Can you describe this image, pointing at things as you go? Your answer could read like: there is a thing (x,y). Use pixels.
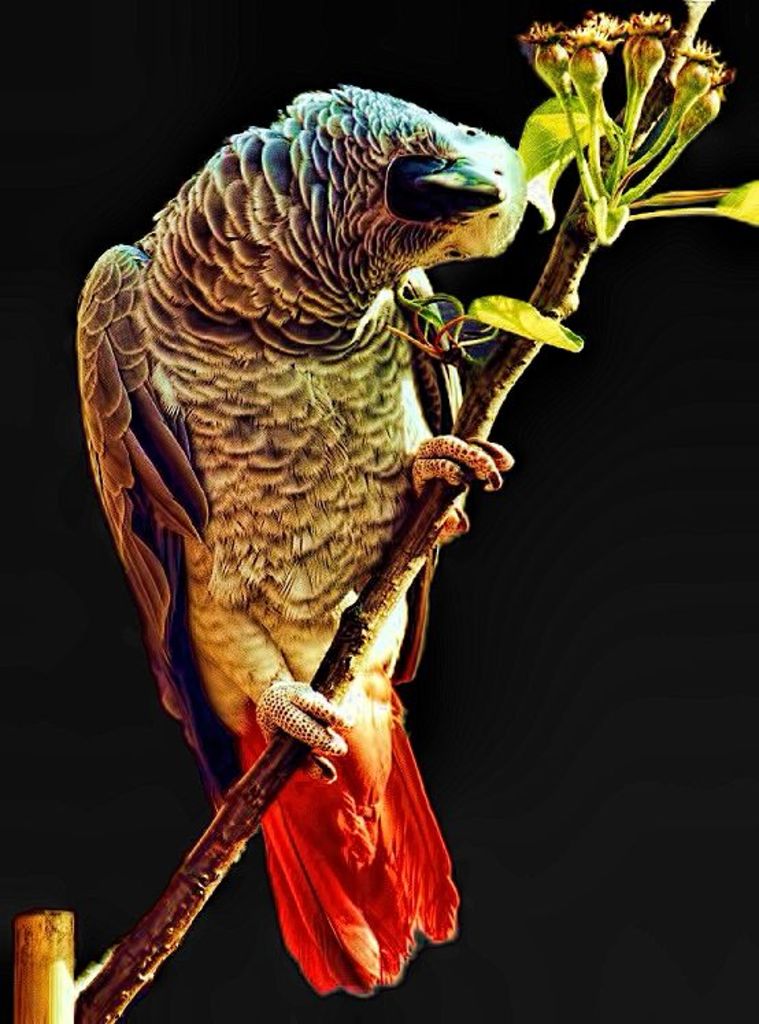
As we can see in the image there is a bird (384,404) and tree branch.
